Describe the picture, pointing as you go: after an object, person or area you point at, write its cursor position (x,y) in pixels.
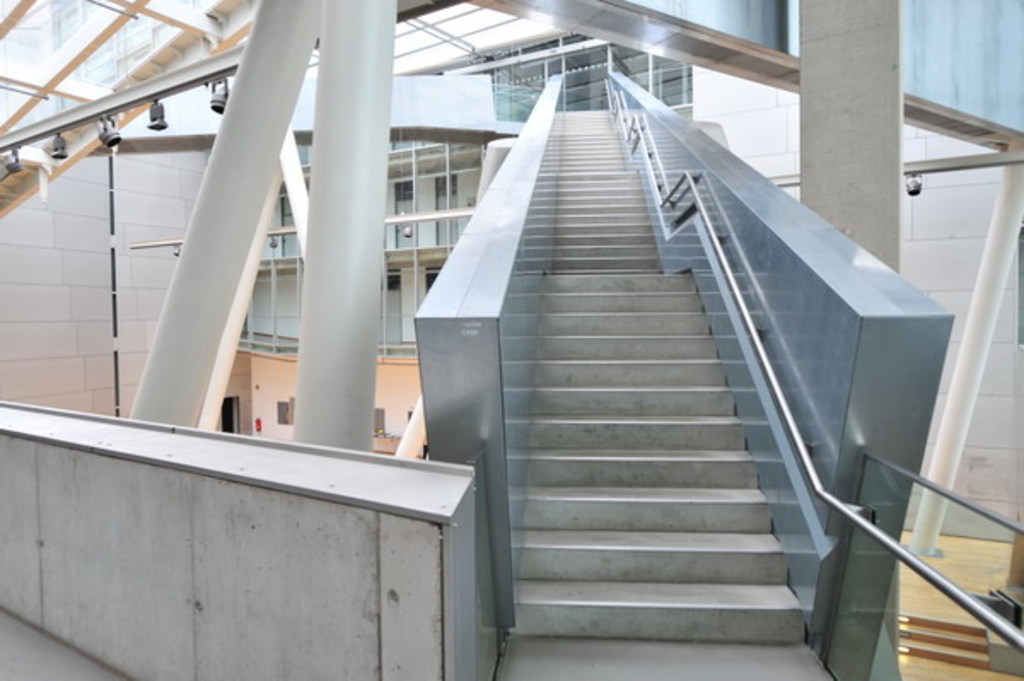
In this picture we can see a wall (412,611) and staircase (644,503), beside this staircase (545,295) we can see pillars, rods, pipes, lights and some objects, on the right side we can see a floor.
